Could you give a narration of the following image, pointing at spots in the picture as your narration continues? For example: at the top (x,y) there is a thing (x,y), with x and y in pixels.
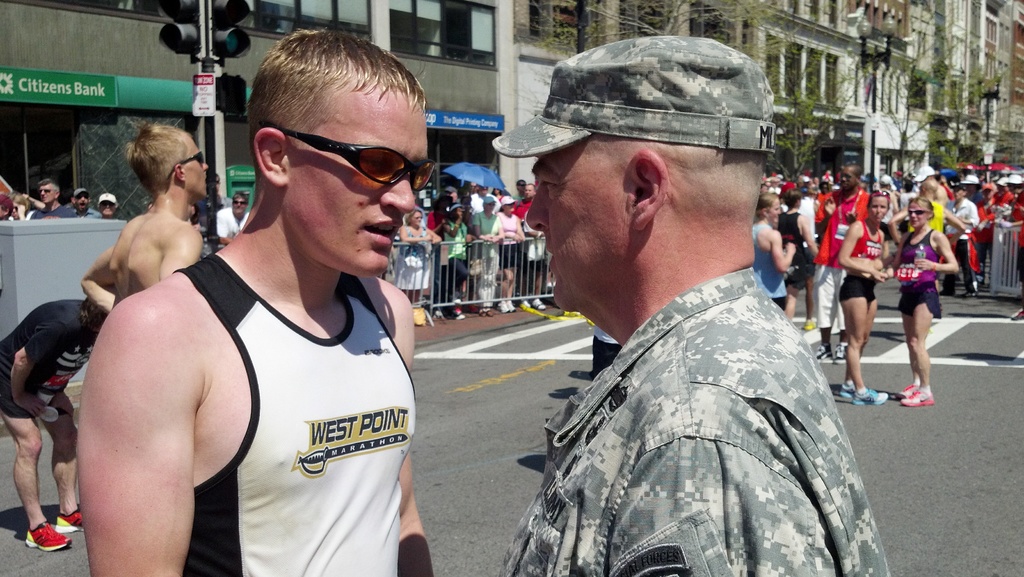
In this image in the foreground (637,177) there are two persons (750,278) standing, and in the background (854,263) there are group of people (884,194) standing and some of them are holding umbrellas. And there are some buildings (481,31), trees (984,79), poles (875,77), traffic signals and railing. At the bottom (537,412) there is a road (984,459) and some boards (104,96) on the left side (119,89), on the boards (80,95) there is text (65,87).
